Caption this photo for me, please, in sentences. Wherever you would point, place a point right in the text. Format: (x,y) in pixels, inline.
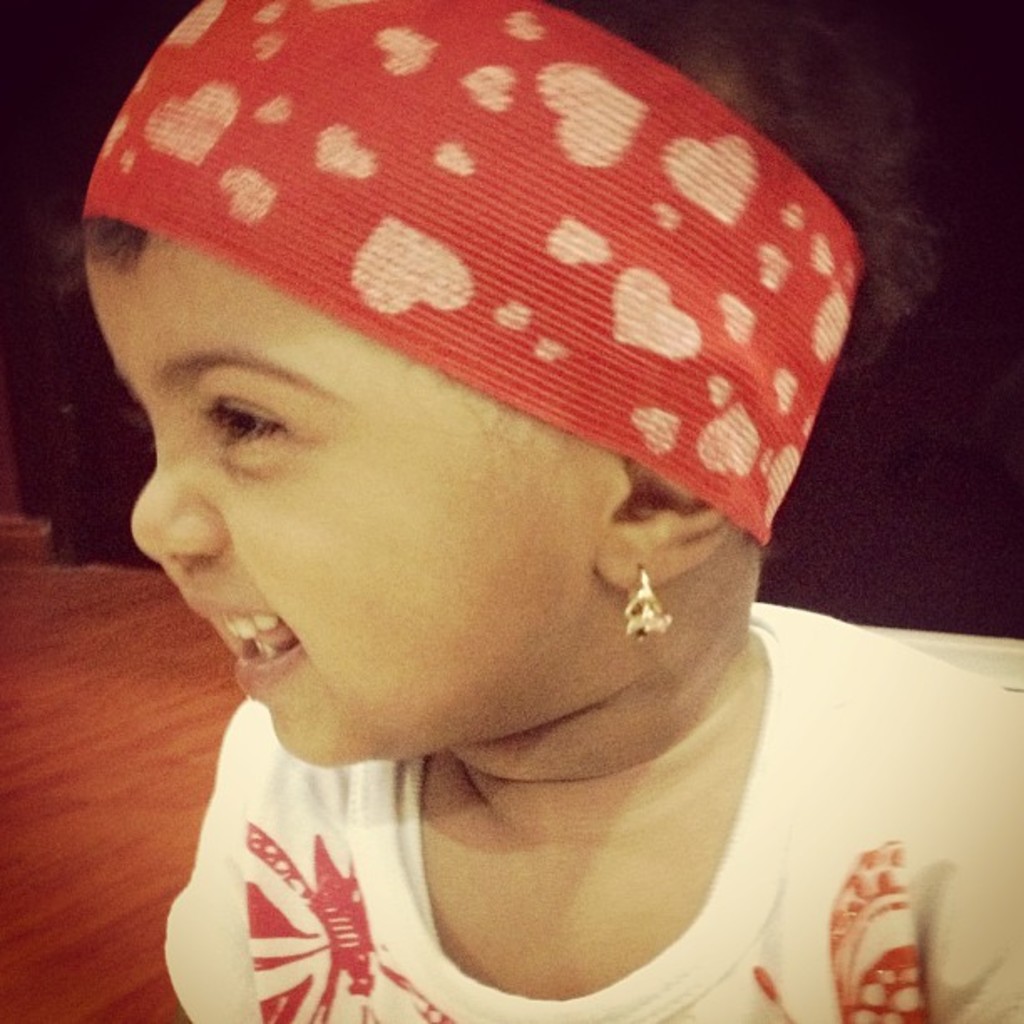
In this picture I can see a child (958,801) in front (247,946) who is wearing white color t-shirt (256,789) and I see a head band (416,314) on the head (308,150) and on the band (279,131) I can see the hearts (323,156). In the background (32,610) I can see the brown color surface (164,654) and I see that it is a bit dark.
